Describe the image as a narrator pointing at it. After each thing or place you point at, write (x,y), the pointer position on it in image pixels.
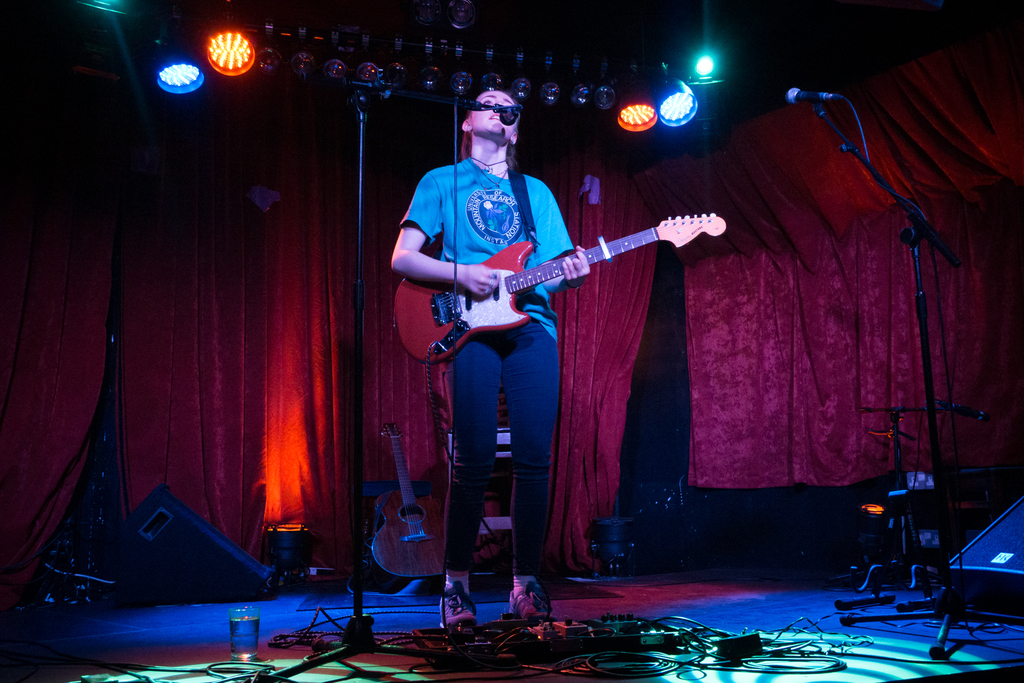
In the center (527,309) we can see one person (492,211) singing which we can see on her face (501,127) her mouth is open. And she is playing guitar (563,267), in front of her there is a microphone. And back of her there were red curtains (786,294).
